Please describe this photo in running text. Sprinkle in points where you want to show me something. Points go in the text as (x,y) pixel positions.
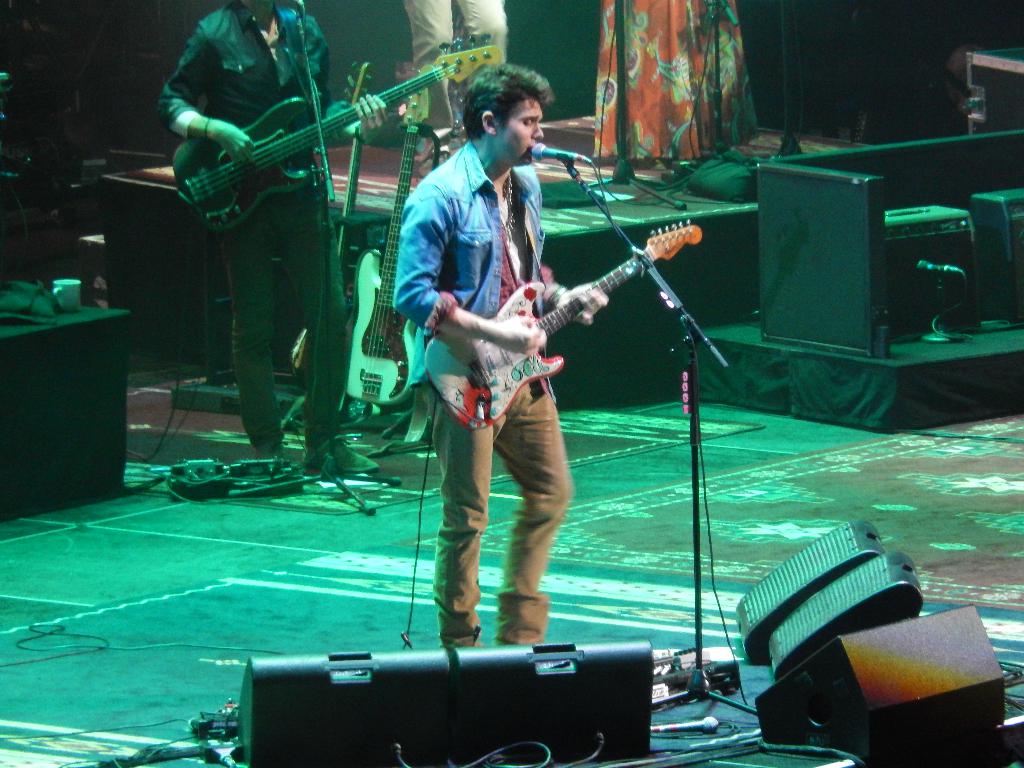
This is a picture taken on stage (560,239), there are group of people (379,118) playing the music instrument (509,379) and singing a song in front of this people (518,170) there is a microphone (557,150) with stand (695,345). Background of the people (316,233) is music instruments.
